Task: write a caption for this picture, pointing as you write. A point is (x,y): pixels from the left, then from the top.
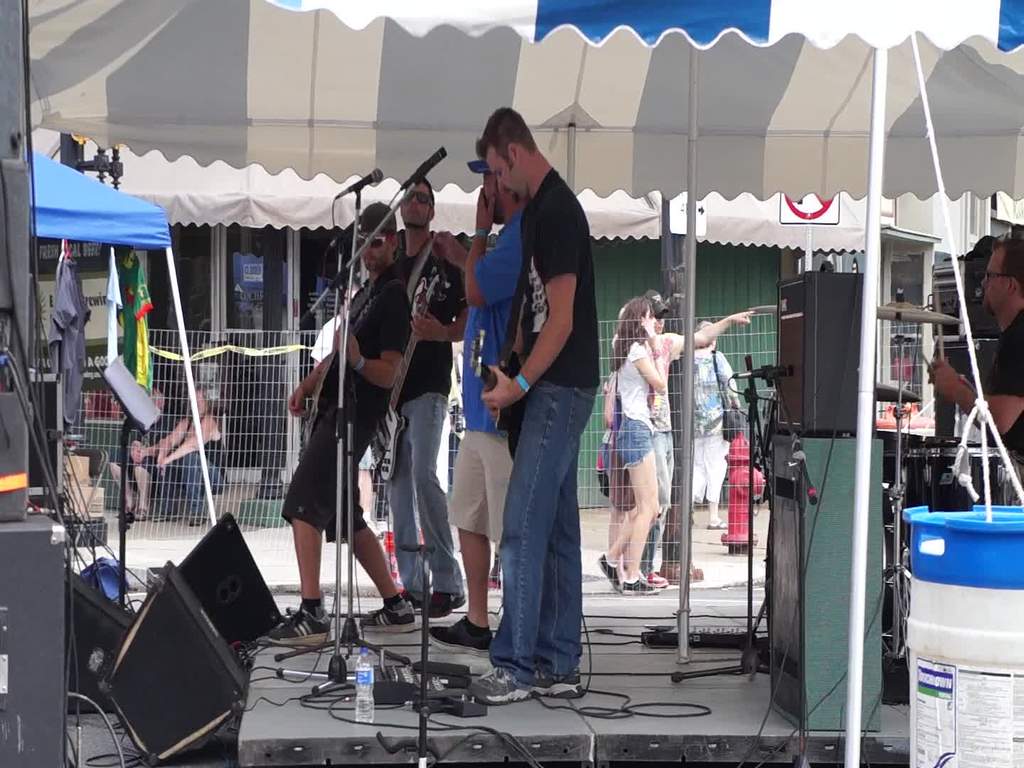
In this image we can see few people (391,323), some of them are standing on the stage (599,650) and playing musical instruments (416,293), there are speakers (836,574), a bottle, mics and few other objects (751,559) on the stage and there is a tent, a fire hydrant (732,501), fence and building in the background (729,542).
